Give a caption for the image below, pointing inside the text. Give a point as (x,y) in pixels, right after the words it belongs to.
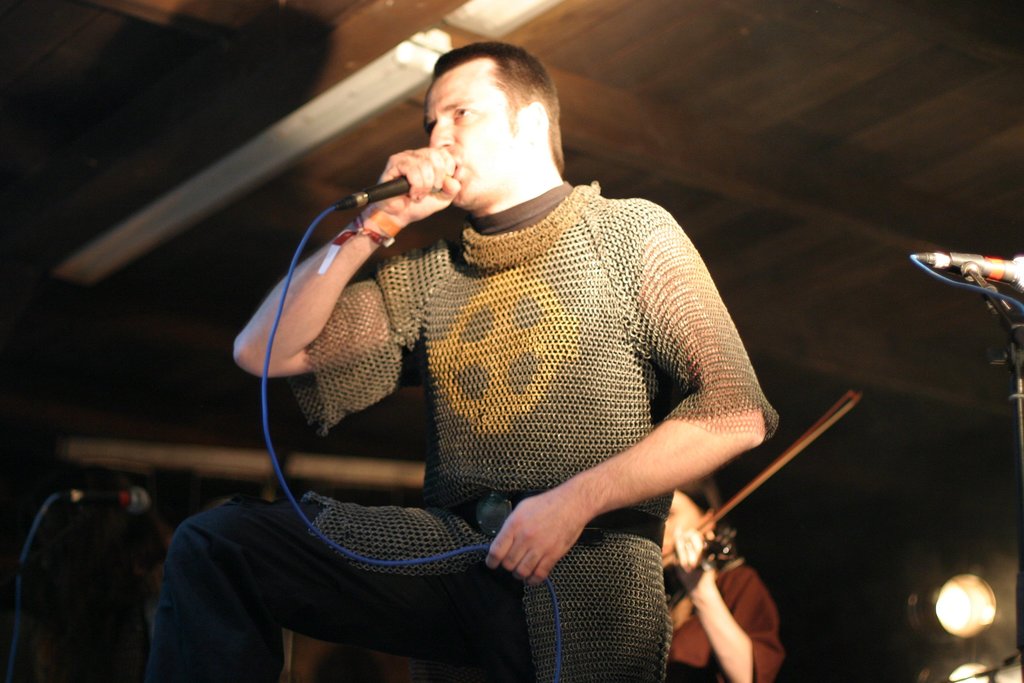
In this picture we can see a man (505,450) holding a microphone (356,194) and a cable (415,559). Behind the man (450,495), there is another person (719,587) holding a musical instrument (732,543). On the left (140,494) and right side of the image (963,262), there are microphone (960,268) with stands (1019,447) and cables (45,505). At the top of the image (309,91), there is a ceiling (406,83). In the bottom right corner of the image (981,605), there is light (965,618).
